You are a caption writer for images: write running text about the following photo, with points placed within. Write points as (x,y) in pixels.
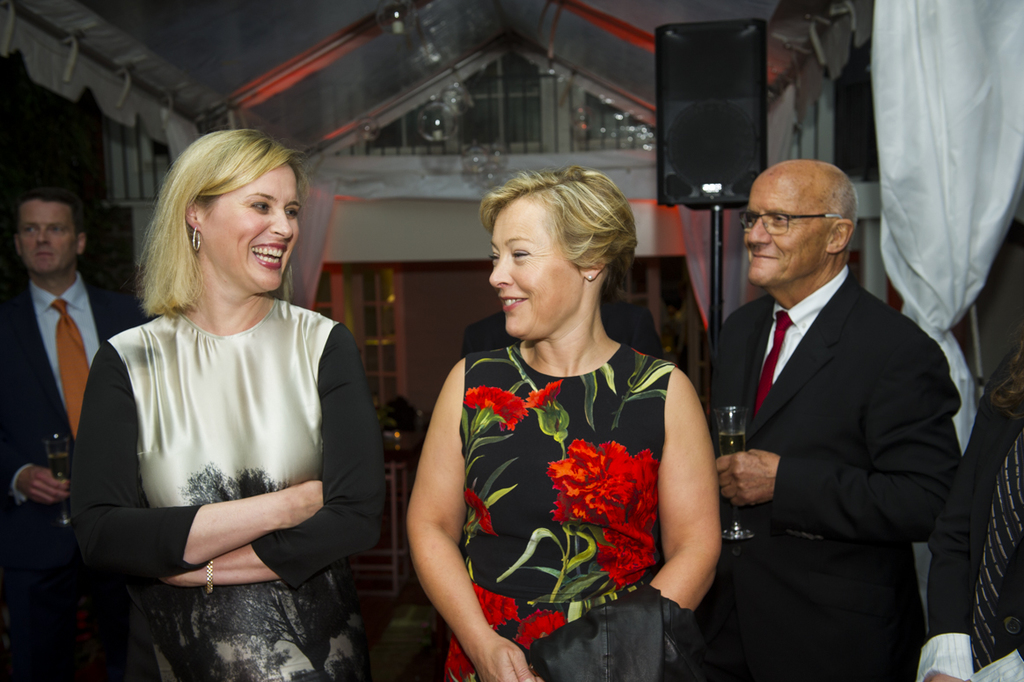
In this image I can see few people (347,481) with different color dresses (215,433). I can see one person (440,523) is holding the black color cloth (578,638) and two people (751,530) are holding the glasses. In the back (315,271) I can see the white color curtain (706,217) and the sound box (687,100).
